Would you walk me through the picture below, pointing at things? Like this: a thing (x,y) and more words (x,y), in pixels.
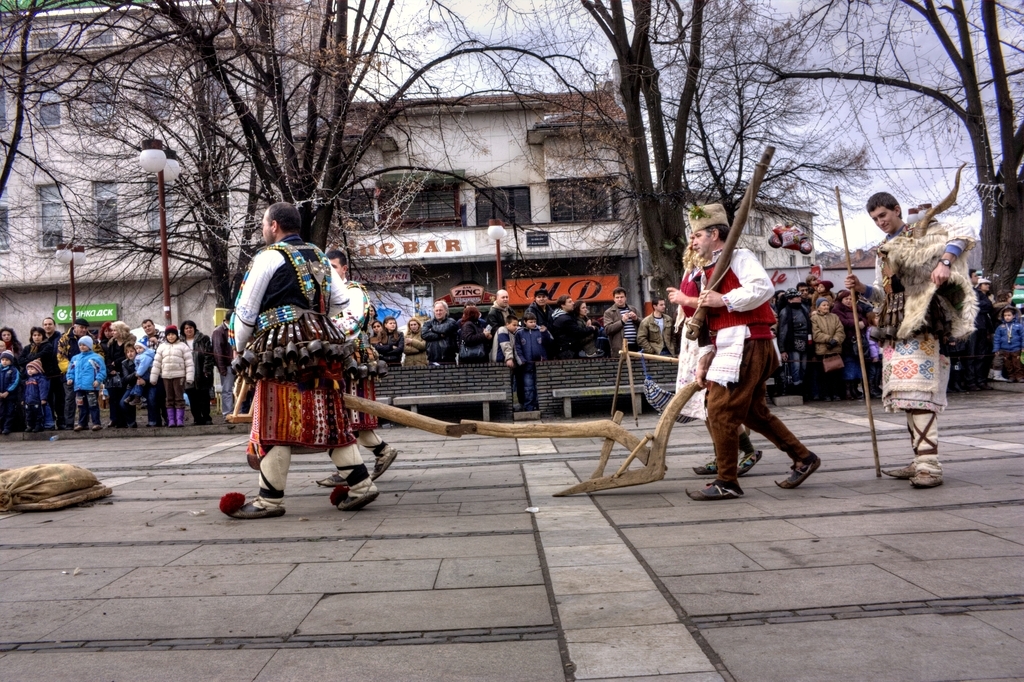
This image is clicked on the road (376,500). In the foreground (348,373) there are few people (307,377) walking. They are wearing costumes (743,415). Behind them there are benches (476,400) and many people (186,367) standing on the road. In the background (466,199) there are buildings (526,176), trees (953,100) and street light poles (153,155). There are boards (433,253) with text (563,285) on the buildings (111,305). At the top (601,48) there is the sky (474,30).
